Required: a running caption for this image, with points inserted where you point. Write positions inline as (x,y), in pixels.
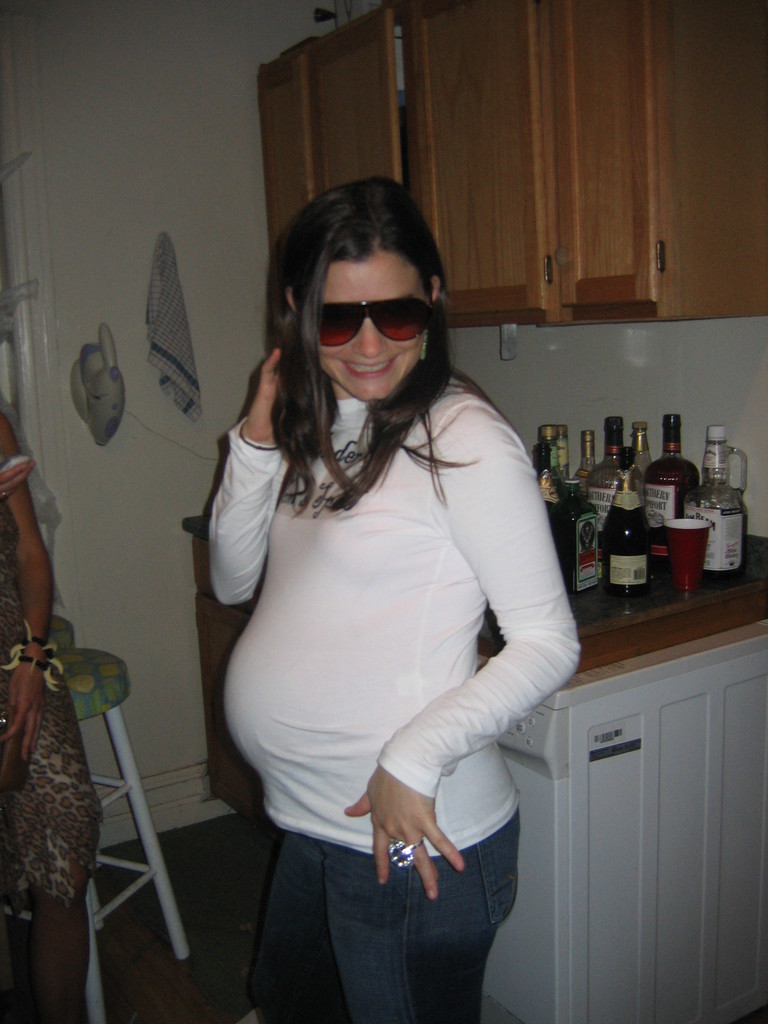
In this image I can see two persons (436,609) are standing on the floor (180,988). In the background (613,634) I can see a stool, cabinet (511,123), wall (178,513), bottles (726,561), cups (699,561) and shelves (490,127). This image is taken may be in a room (280,536).
